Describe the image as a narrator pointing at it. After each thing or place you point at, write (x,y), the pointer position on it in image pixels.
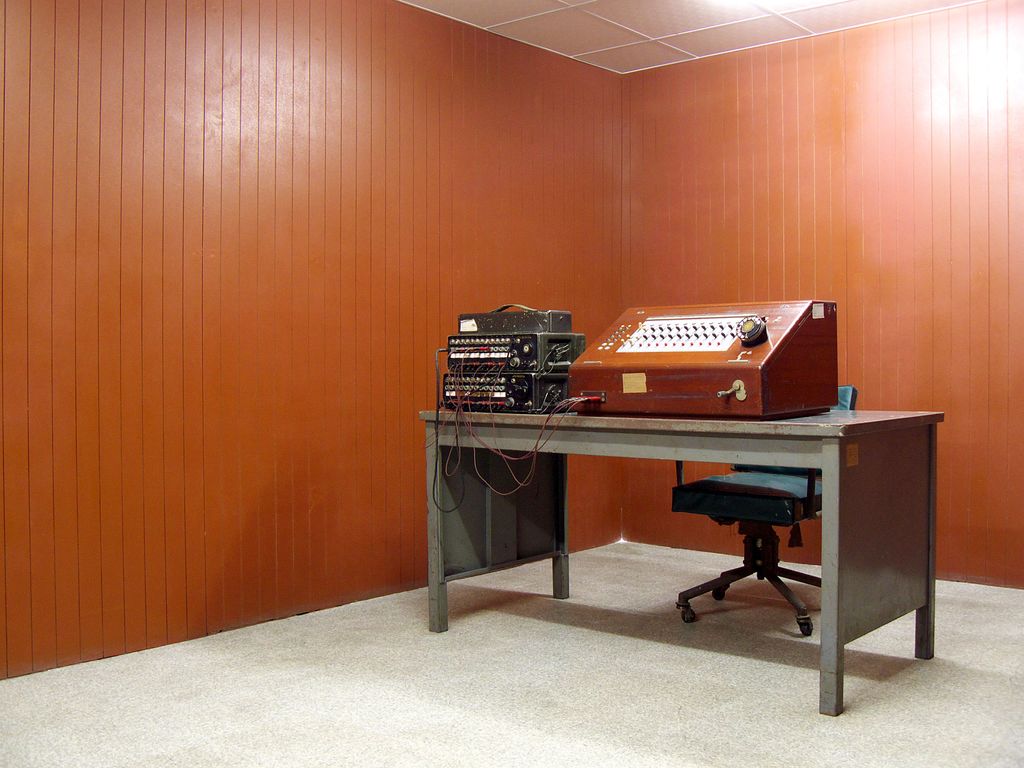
In the center of the image (647,446) we can see a table (591,433). On the table (632,444), we can see an equipment (638,377). In the background (717,184), there is a wall (684,200), ceiling (637,45), chair (756,527) and floor (307,681).
